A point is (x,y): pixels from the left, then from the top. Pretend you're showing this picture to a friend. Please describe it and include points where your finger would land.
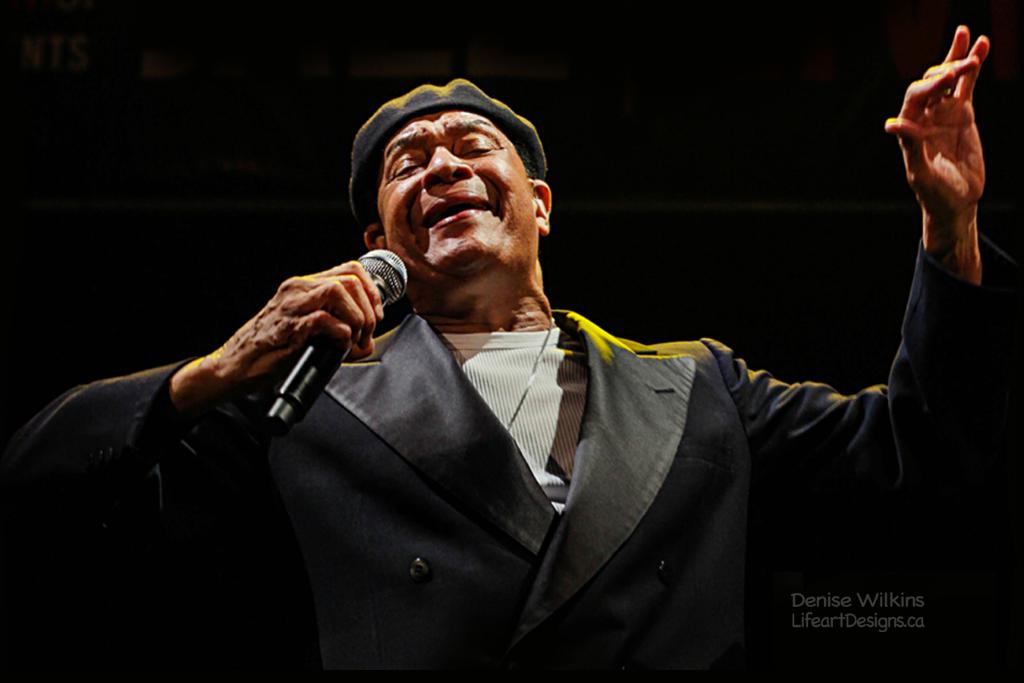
In the center of the image (466,285), we can see a person (509,391) wearing a cap (371,191) and a coat (449,405) and holding a mic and at the bottom (878,598), there is some text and the background (709,162) is dark.
